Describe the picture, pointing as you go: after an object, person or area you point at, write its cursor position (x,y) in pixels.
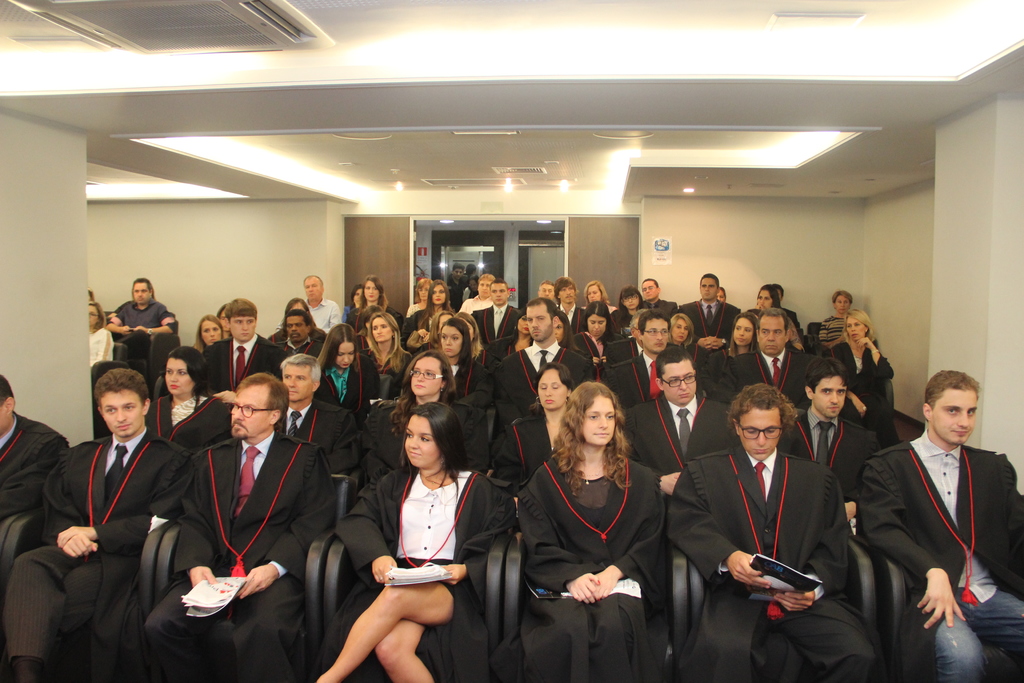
There is a group of persons (382,349) wearing a black color dress (140,498) and sitting on the chairs (311,552) as we can see in the middle of this image (426,374), and there is a wall (782,270) in the background (609,255).
